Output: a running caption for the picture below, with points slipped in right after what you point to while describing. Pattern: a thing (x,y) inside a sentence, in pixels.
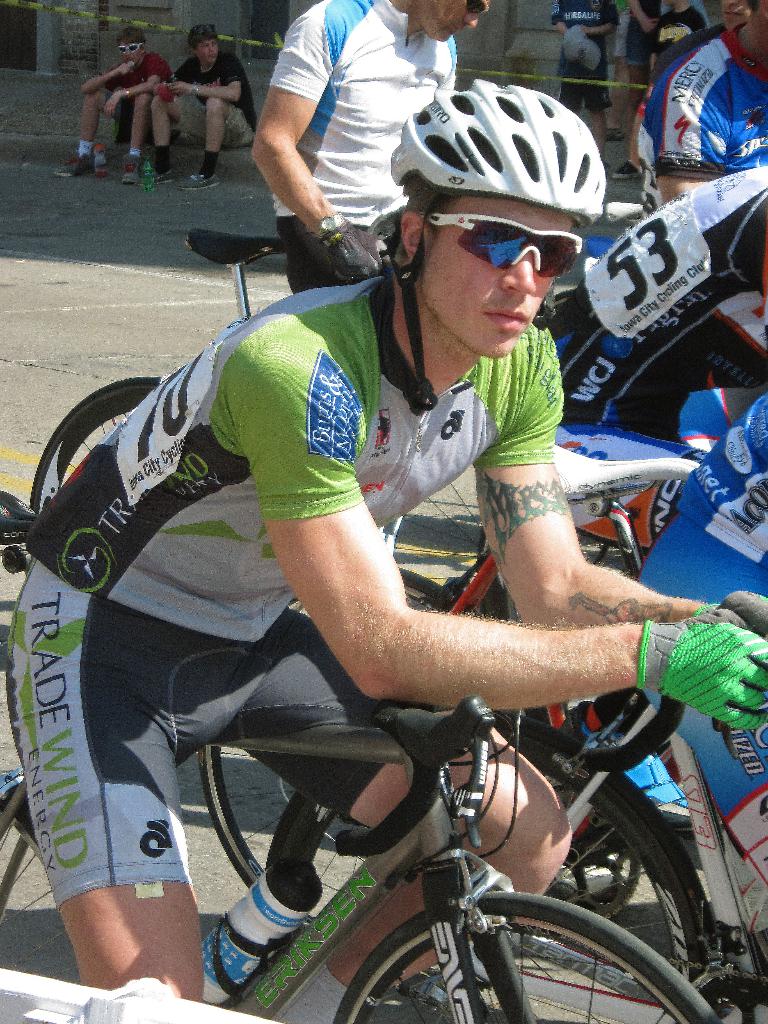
cycling racers (592,611) are standing on the road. the person (415,666) at the front (352,709) is wearing white, green and black t shirt (241,572), goggles (547,260), white helmet (498,155) and green gloves (716,709). a person (357,52) is standing behind him wearing white t shirt (356,39). people (213,147) are sitting at the back (134,114).
